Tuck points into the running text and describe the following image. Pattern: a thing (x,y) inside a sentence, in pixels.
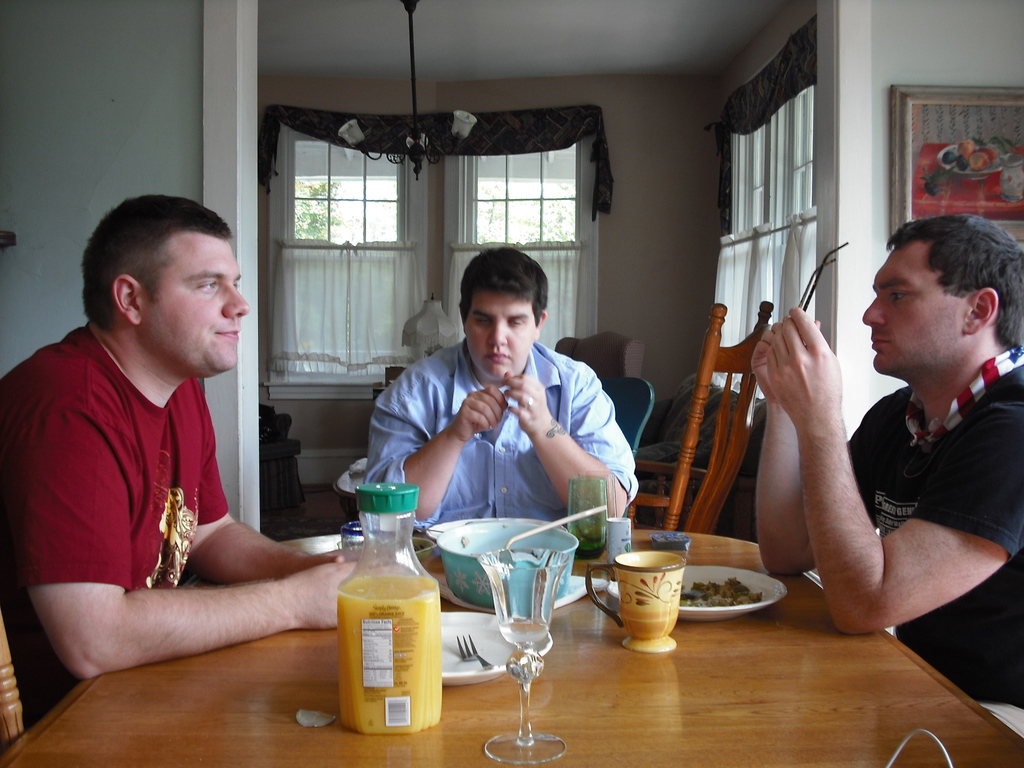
Three men (187,252) are sitting at a table (749,669). There are some eatables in plates (449,632), container (399,651) with juice (398,633) and glasses (547,600) on the table (612,728). There is some furniture (658,412) and windows (447,251) in the background (568,252).
